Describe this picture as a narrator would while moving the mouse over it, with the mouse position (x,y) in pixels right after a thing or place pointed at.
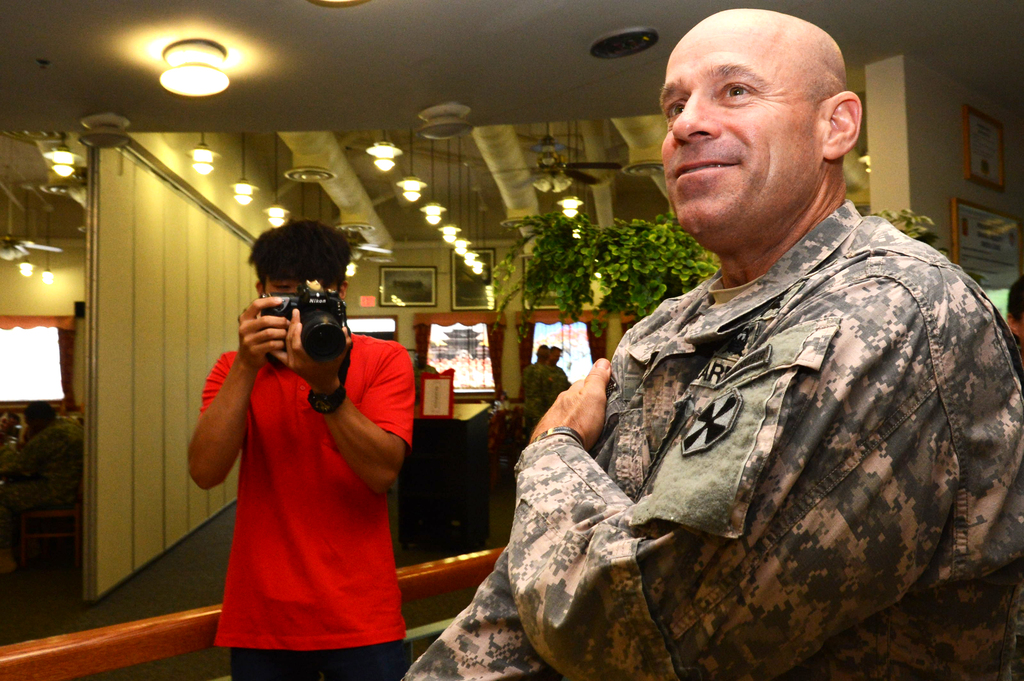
On the right side of the image (747,374) we can see a man (782,401) wearing a uniform (786,475), next to him we can see a man (324,376) standing and holding a camera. In the background (592,174) there are lights (409,195), pipes (365,201) and a fan (536,183). On the right (994,227) there are boards (969,229) placed on the wall (945,138). In the center (481,449) there is a table (448,542). In the background (446,330) there are windows (452,344) and a wall (204,310). We can see people (539,376).
